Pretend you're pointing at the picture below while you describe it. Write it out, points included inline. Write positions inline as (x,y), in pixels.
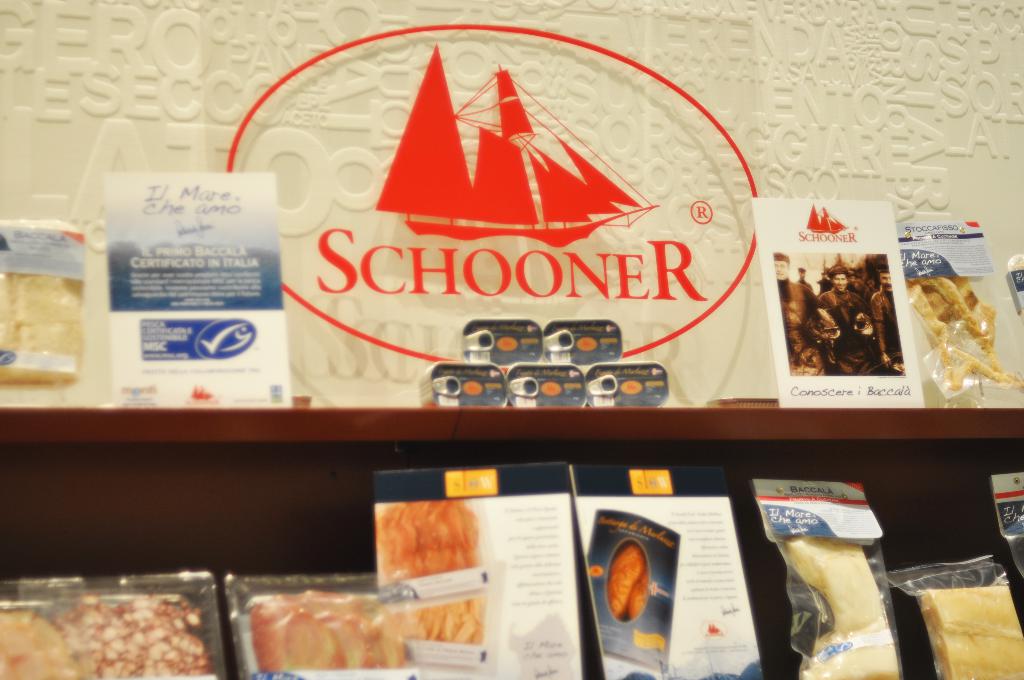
There are some objects (958,280) on the shelves (961,539). In the background (461,239), there is white wall (703,49).
